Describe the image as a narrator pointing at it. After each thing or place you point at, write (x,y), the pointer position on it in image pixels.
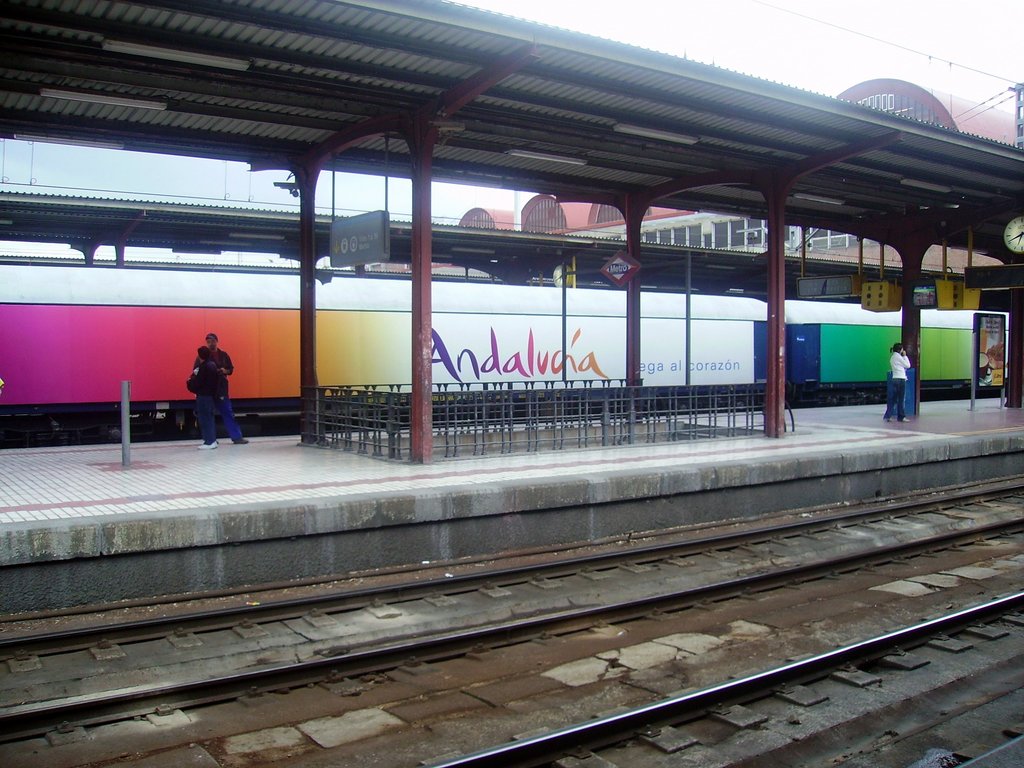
In this picture we can see people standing in front of a train (78,326) on the railway platform (488,462) made with iron roof (347,81) and pillars (416,146). At the bottom (718,568) we can see railway tracks (873,553) and at the top (825,252) we can see the poles (801,254), wires (1009,81) and buildings (866,101).
